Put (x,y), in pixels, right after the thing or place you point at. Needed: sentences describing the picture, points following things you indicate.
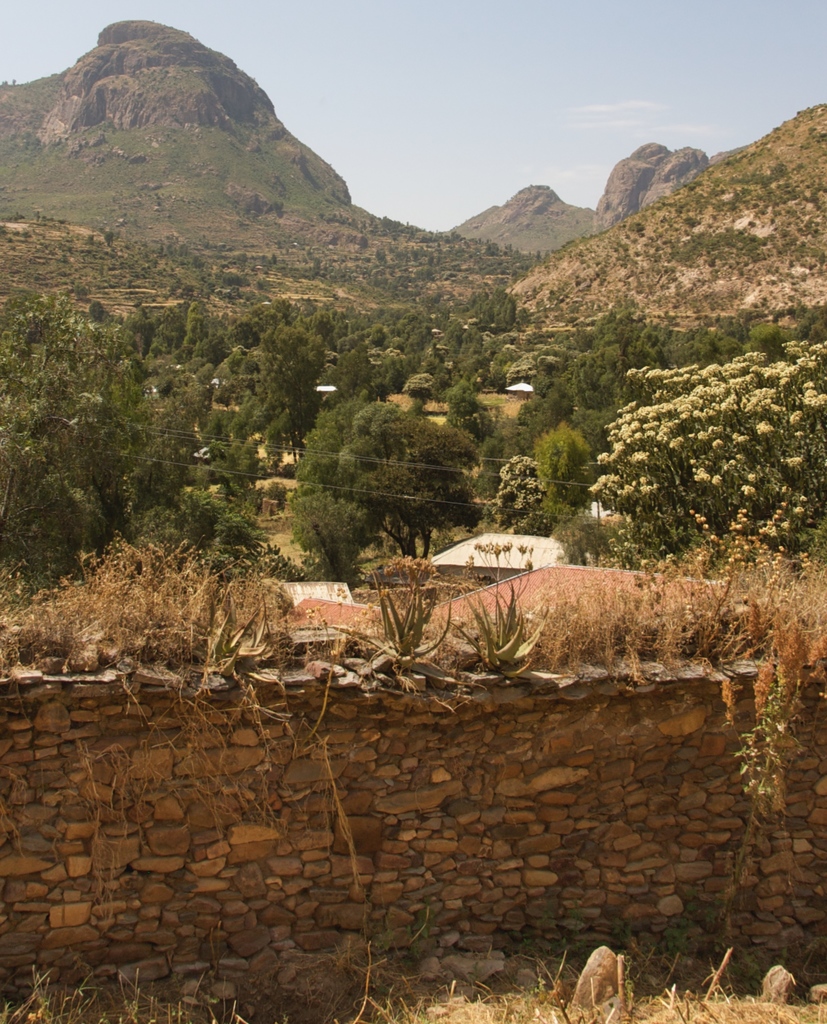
As we can see in the image grass (689,1004), stone wall (356,804), aloe vera plant (398,655), there are some houses (461,551), tree (377,471), mountain (158,121) and a blue sky (453,86).
